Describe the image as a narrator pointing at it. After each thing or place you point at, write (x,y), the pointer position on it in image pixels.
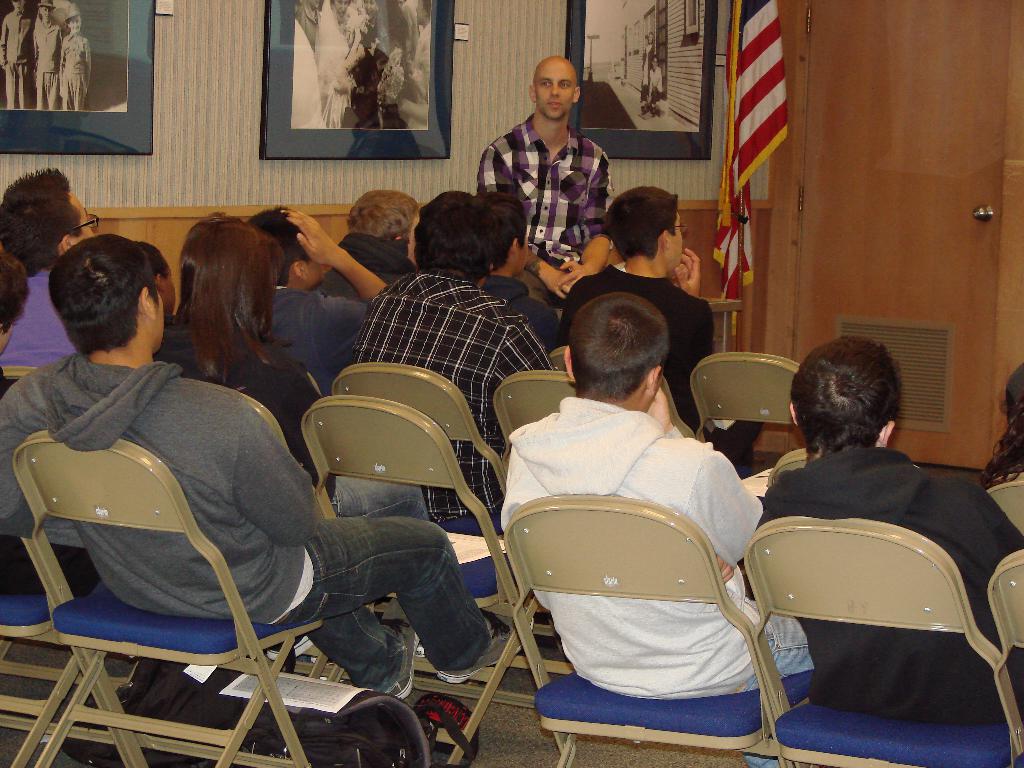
In this room (311,452) there are group of persons (580,426) sitting on the chairs (1023,517) and at the right side of the image (871,222) there is a door (879,190) and at the top of the image (109,99) there are the paintings (144,134) attached to the wall (619,194) and a flag (773,102).
